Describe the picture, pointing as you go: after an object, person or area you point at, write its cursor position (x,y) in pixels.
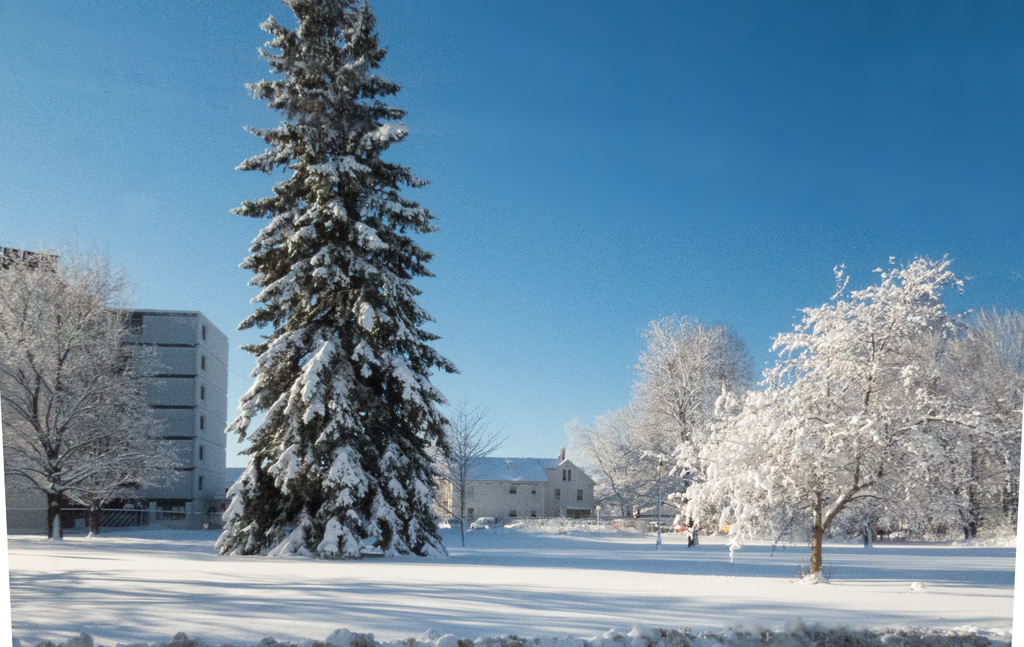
In this picture there are buildings (181,507) and trees (842,464) and there are poles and there is snow (869,429) on the trees (408,460) and there is a vehicle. At the top (581,164) there is sky (613,170). At the bottom (497,534) there is snow (561,534).
